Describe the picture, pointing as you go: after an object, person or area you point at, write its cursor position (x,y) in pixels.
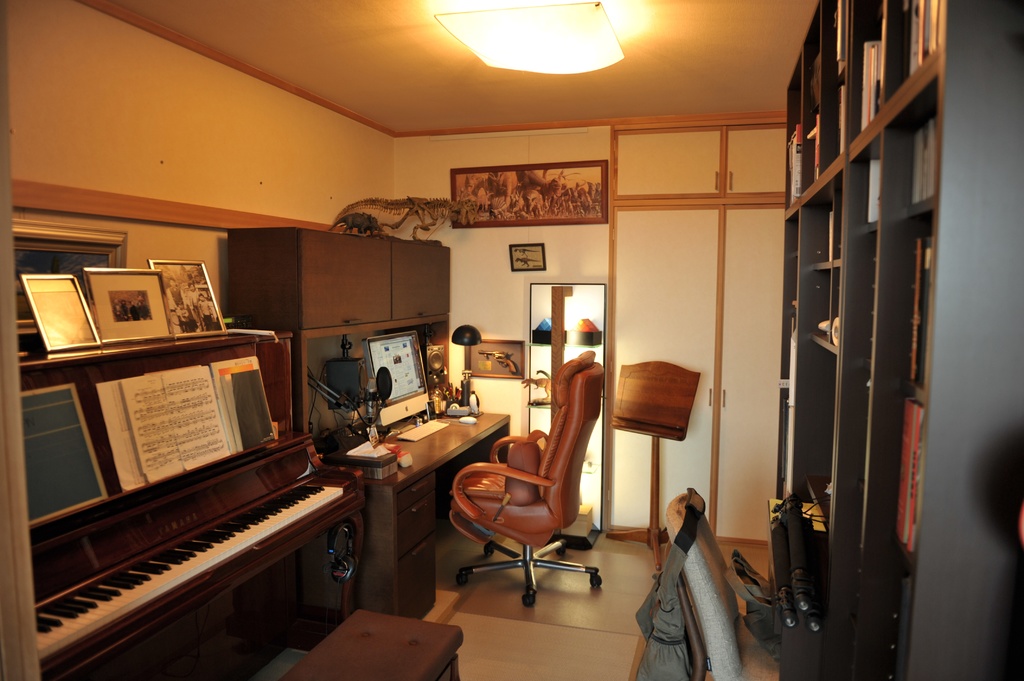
In the image we can see chair (474,500) in center (515,442). On the left (226,483) we can see piano (140,579), beside piano (140,576) we can see table (429,452) on table (445,445) we can see monitor (411,403) and few more objects (336,390). And on the right (865,360) we can see shelf (945,429) and coming to back there is a frame (521,189), wall (501,278) and few more objects (447,275).
